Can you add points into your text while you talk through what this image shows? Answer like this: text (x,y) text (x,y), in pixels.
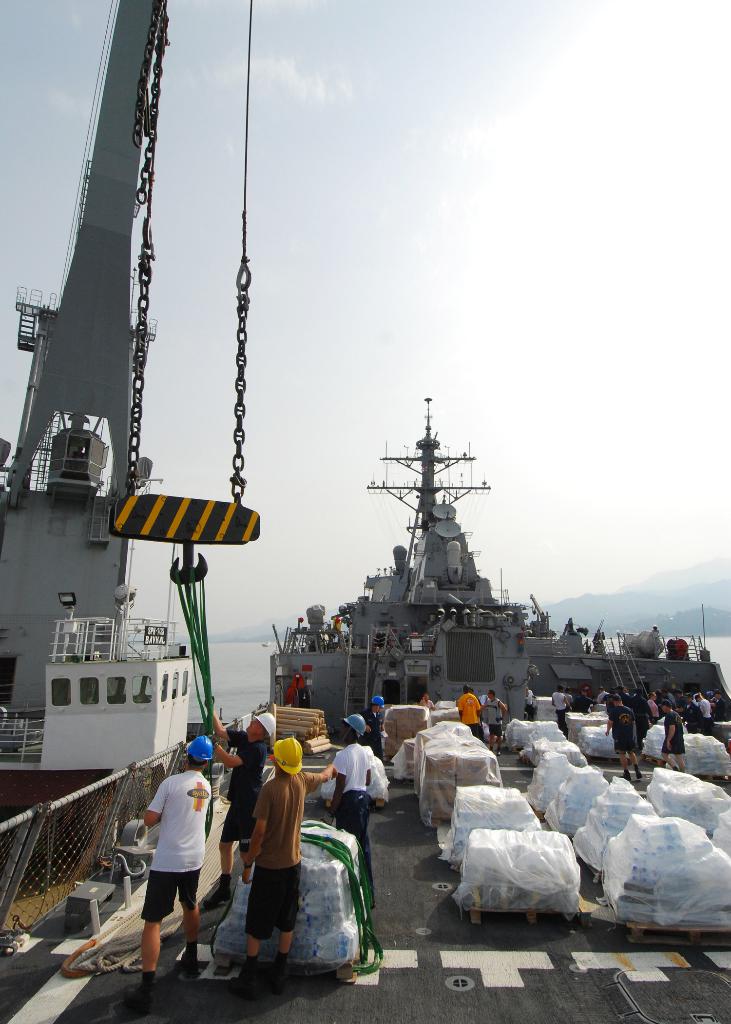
In the center of the image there are persons (241,767) standing on the deck (404,917). Beside them there are water bottles (537,812). Behind them there are two ships (37,533). In the background (269,643) there is water (252,676), mountains (663,596) and sky (531,182).
